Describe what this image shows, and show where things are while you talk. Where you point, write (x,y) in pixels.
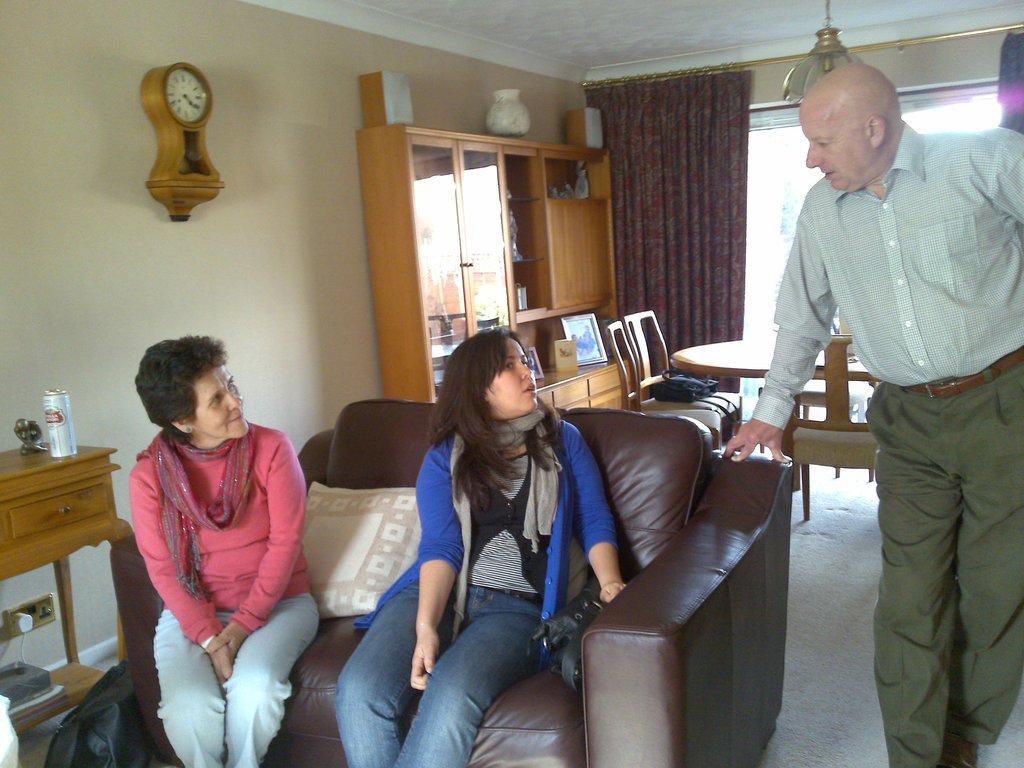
As we can see in the image there is a wall (304,179), clock (189,120) curtain (652,151) and two people (597,516) sitting on sofa (630,522) and there is a man (895,456) standing over here and there is a dining table (690,358).
